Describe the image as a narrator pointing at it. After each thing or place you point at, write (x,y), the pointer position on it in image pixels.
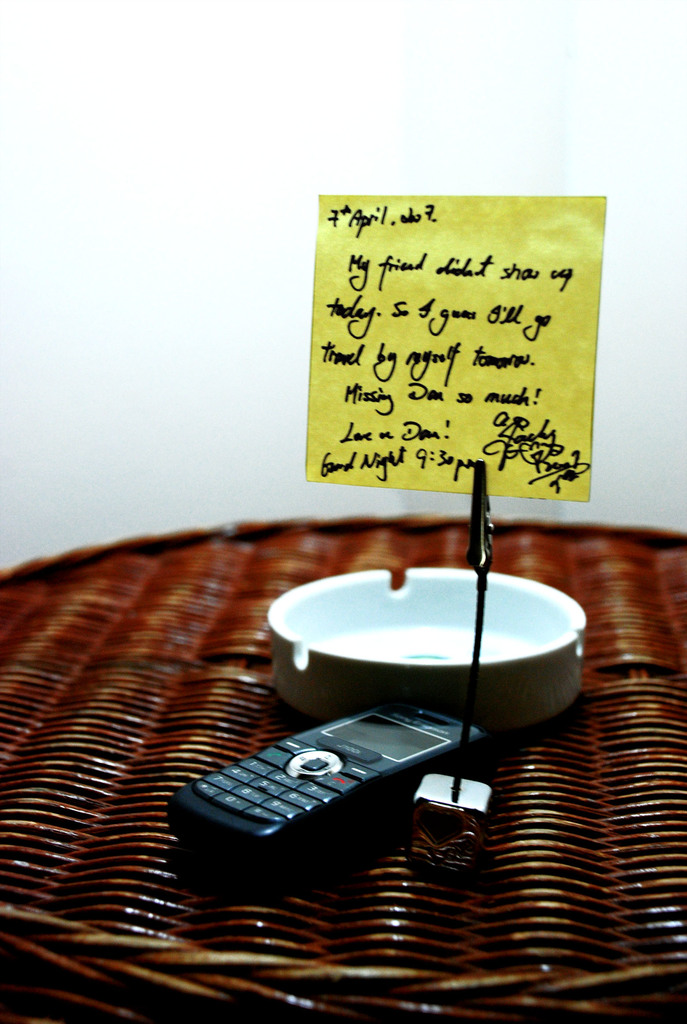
In this image, we can see a mobile (295,753) and there is an object (331,631) and a stand (480,547) with a paper (443,421) and there is some text (445,358) on it. At the bottom (135,848), there is a stand (532,895).
